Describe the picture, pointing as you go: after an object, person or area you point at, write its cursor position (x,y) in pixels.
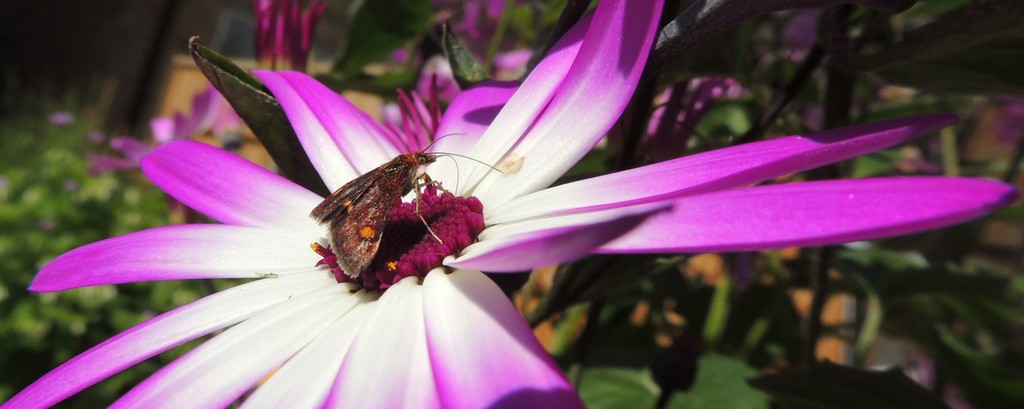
In this image I can see a butterfly (332,245) on a pink and white flower (450,350). There are plants (500,44) at the back (24,190).
